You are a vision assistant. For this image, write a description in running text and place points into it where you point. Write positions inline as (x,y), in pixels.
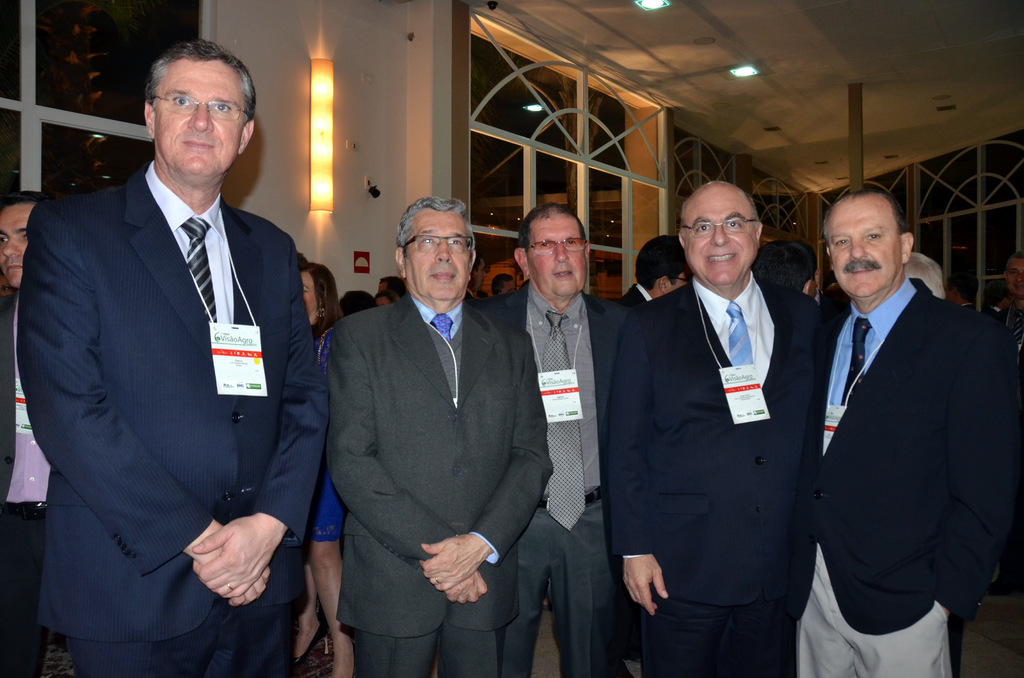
In this picture there are five men (522,363). All of them are wearing coats (516,409) and tags (226,368) in their necks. Four of them are wearing spectacles (747,220). In the background (317,290) there are some people (317,284) standing. I can observe two lights (746,75) in the ceiling (728,58). There are windows (528,164) in the background (491,150).
